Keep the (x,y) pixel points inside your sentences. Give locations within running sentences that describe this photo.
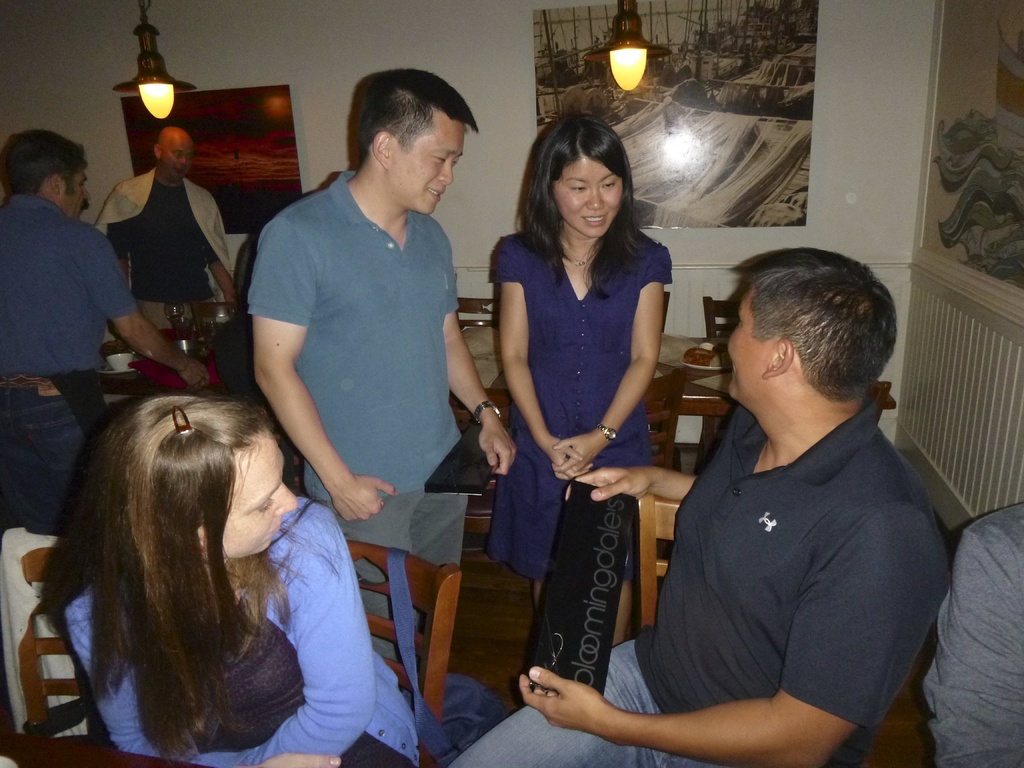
This picture describes about group of people (252,450), few are seated and few are standing, beside to them we can find few lights (660,49) and wall paintings (775,192) on the wall (852,141).
